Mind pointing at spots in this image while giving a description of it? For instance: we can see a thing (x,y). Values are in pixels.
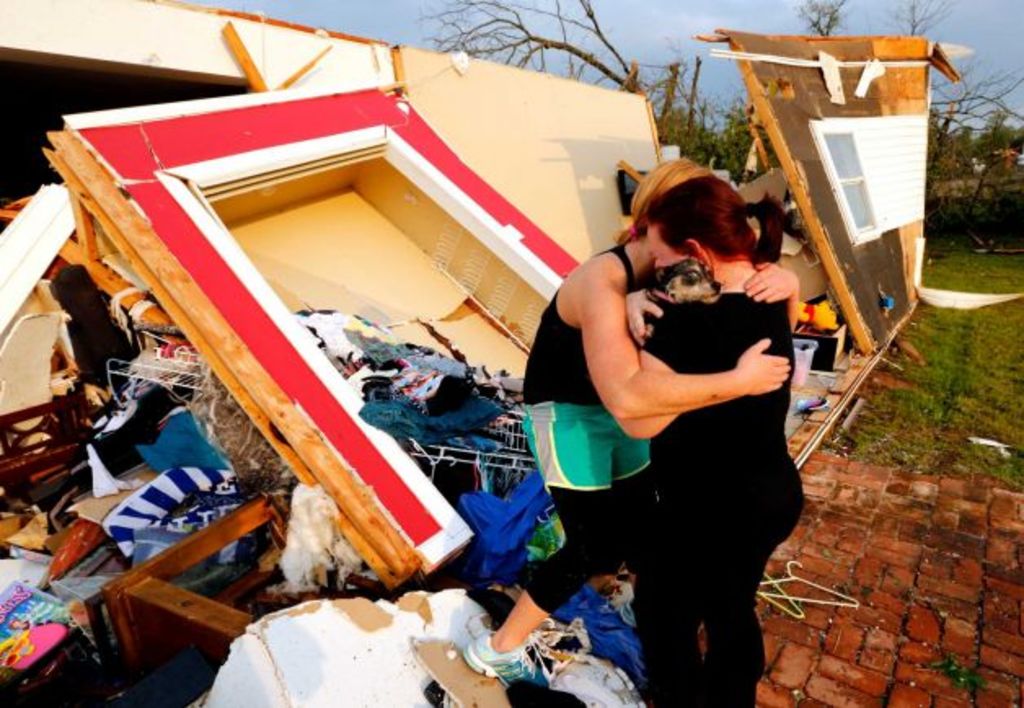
In the middle of the image (681,336) there is a lady (724,430) with black dress (712,354) is standing and holding the dog (681,294) in her hand (644,308). In front of her there is another lady (607,301) with black and green dress (578,464) is standing and both are hugging each other. Behind there is house (556,85) collapsed and also there are few items (184,364) on the ground (991,385). To the right corner of the image (894,538) to the bottom (876,593) there is a brick path (896,552) and above that there is a ground (1015,437) with grass (957,311). And in the background (977,121) there are trees (726,126) and also there is a sky (879,20).
